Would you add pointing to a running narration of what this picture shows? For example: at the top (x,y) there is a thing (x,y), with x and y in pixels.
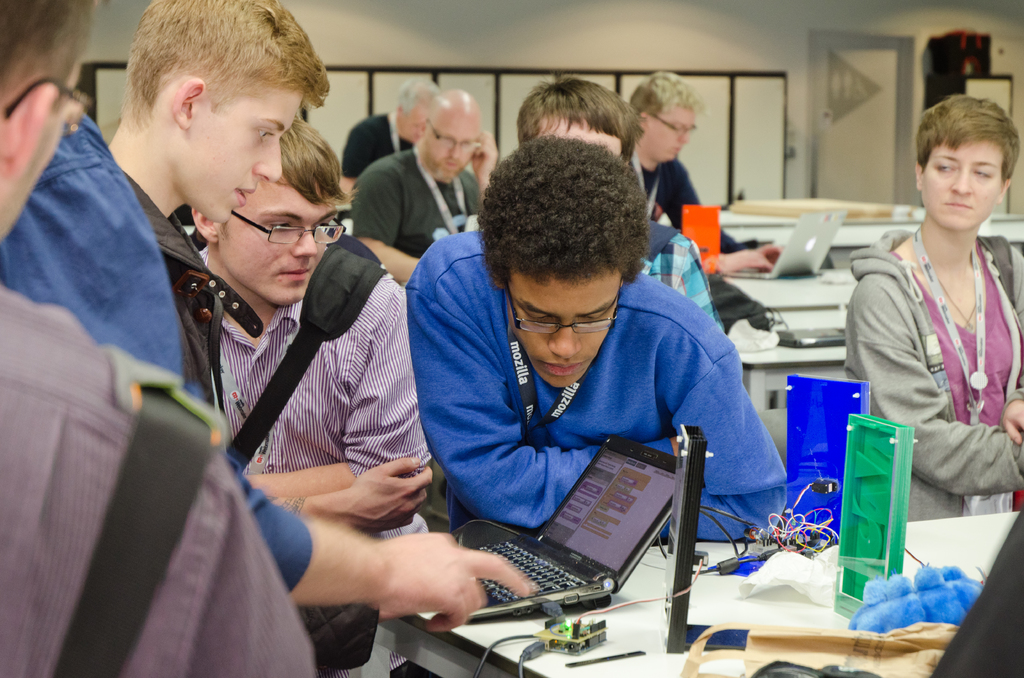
In this image in the foreground (358,368) there are some people (273,437) who are standing, and at the bottom (738,603) there is one table (628,607). On the table (496,627) there is one laptop (573,548), wires (777,517) and some boxes (671,608) and one person (473,570) is typing something in a laptop (502,555). In the background (403,149) there are some people (403,149) who are sitting and in front of them there are some tables (844,228). On the tables (851,243) there are laptops (807,267), and in the background (594,53) there is a wall (804,94).
